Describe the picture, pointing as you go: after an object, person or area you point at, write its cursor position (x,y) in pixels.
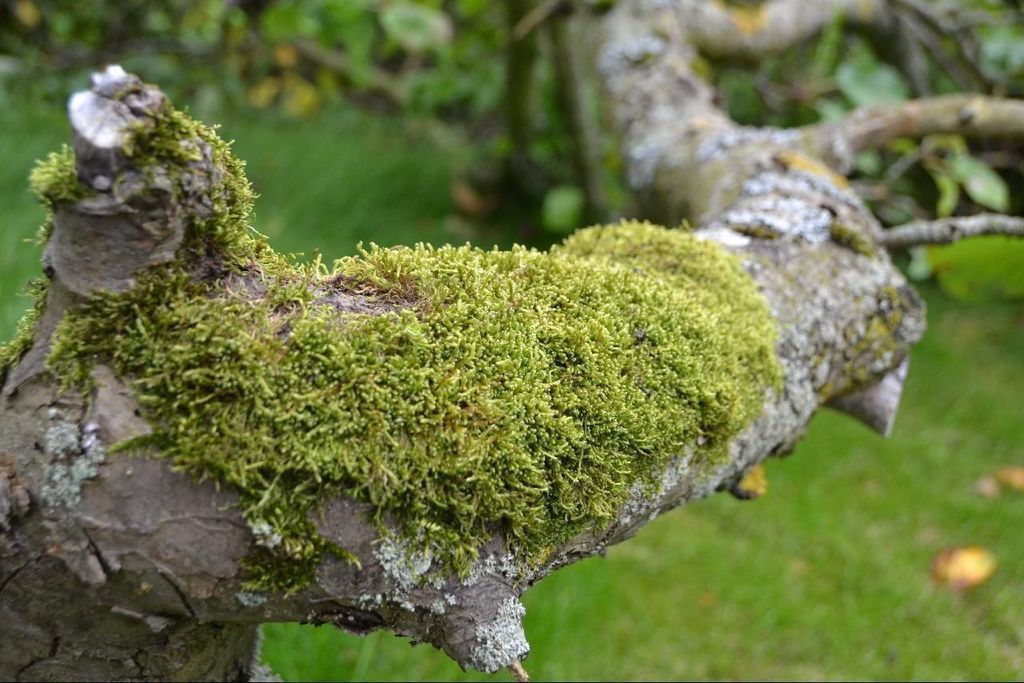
In this image we can see there are some trees (809,56) and grass (845,548) on the ground (800,542).
